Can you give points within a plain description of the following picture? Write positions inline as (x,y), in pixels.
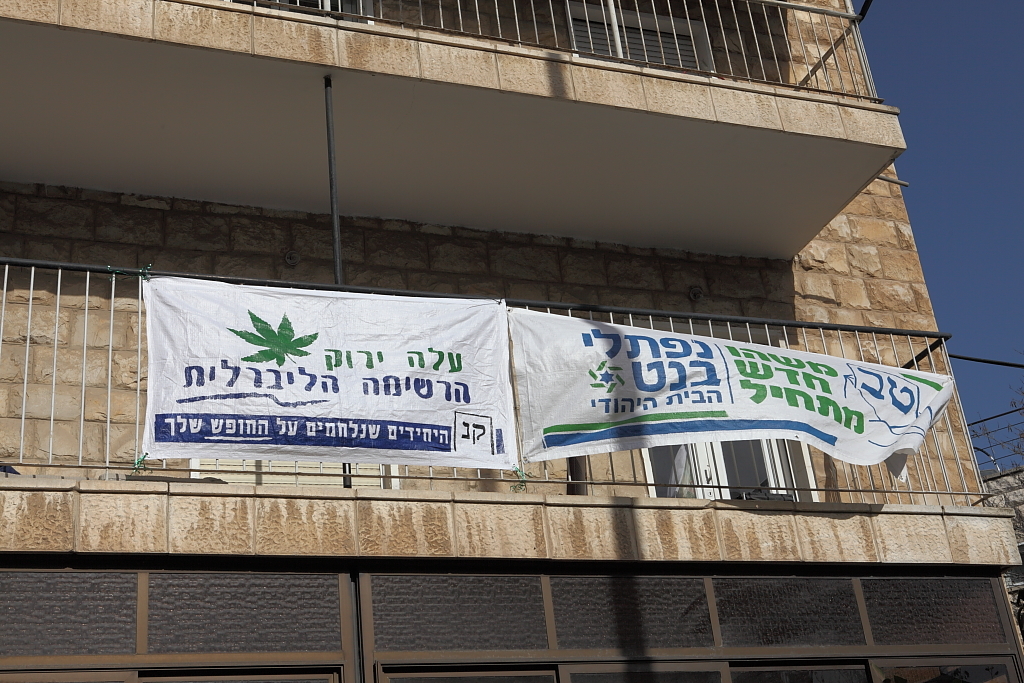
In this image we can see advertisements (281,329) hanged to the railings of a building (582,172) and sky (963,203).
